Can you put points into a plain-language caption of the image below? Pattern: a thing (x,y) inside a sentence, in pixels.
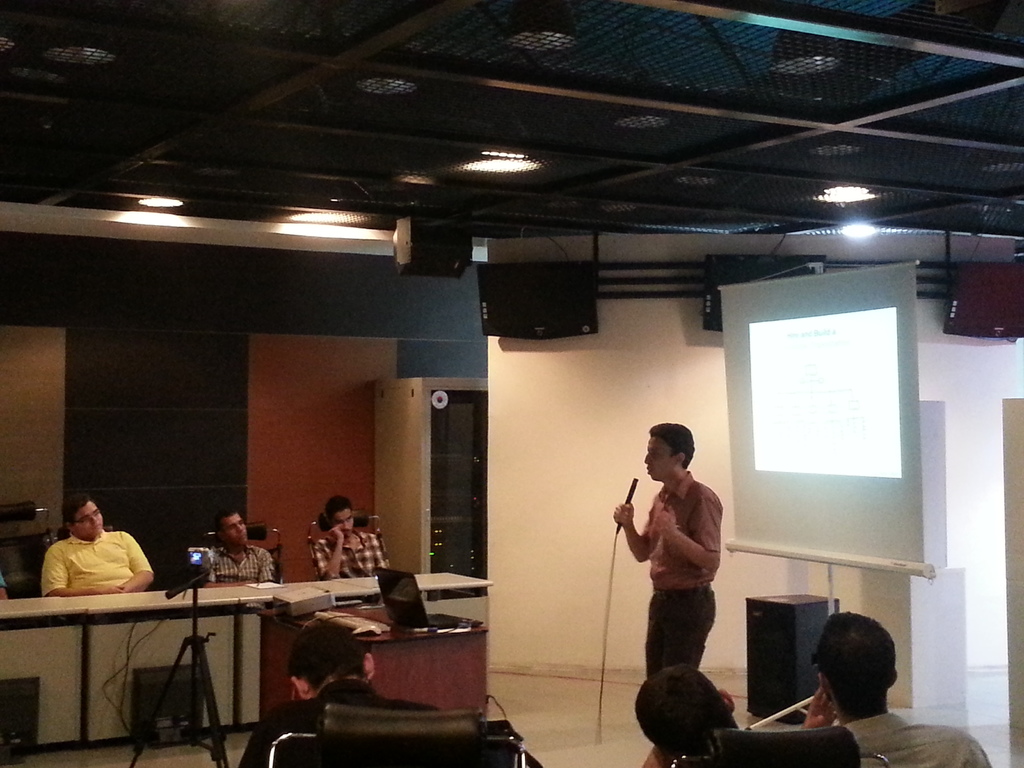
In this image there are a few people (351,548) sitting on the chairs (404,739). In front of them there is a table (267,588). In the center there is a podium (389,648). There is a laptop (392,595) on the podium (373,609). To the left (192,642) there is a camera (211,564) on the tripod stand (199,580). To the right (689,542) there is a person (657,554) standing. He is holding a microphone (632,493) in his hand (619,521). Behind him there is a projector board (784,425) hanging. In the background (628,399) there is a wall (1001,471). There are lights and speakers (957,283) to the ceiling (625,214).
